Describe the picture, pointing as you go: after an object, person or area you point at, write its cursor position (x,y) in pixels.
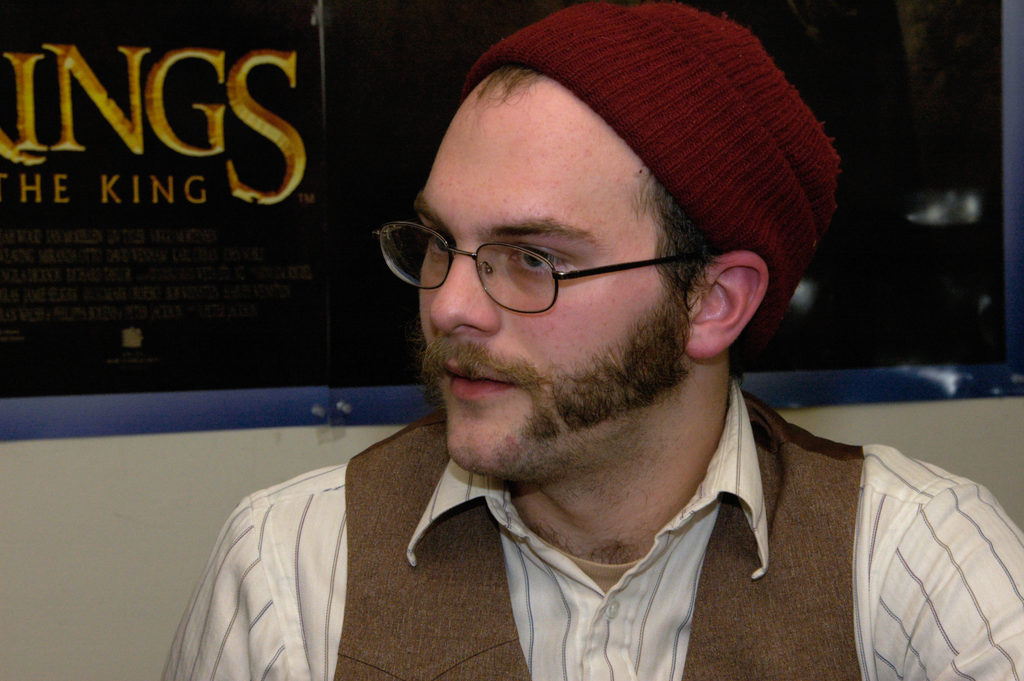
In this picture there is a man (655,433) who is wearing spectacle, cap (718,169), shirt (944,621) and jacket (769,602). Behind him I can see the banner (937,366).
